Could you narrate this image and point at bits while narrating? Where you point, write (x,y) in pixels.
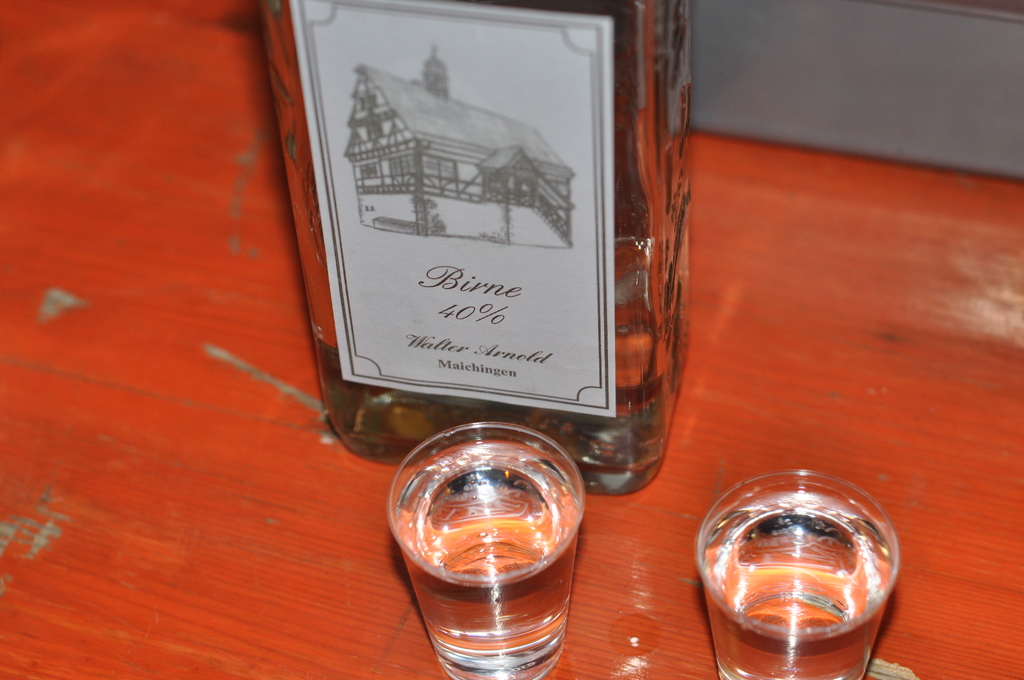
In this image we can see a bottle (515,188) with a sticker (429,220) on it, there are some glasses (552,496) with liquids (466,483) on the wooden surface (292,561).
